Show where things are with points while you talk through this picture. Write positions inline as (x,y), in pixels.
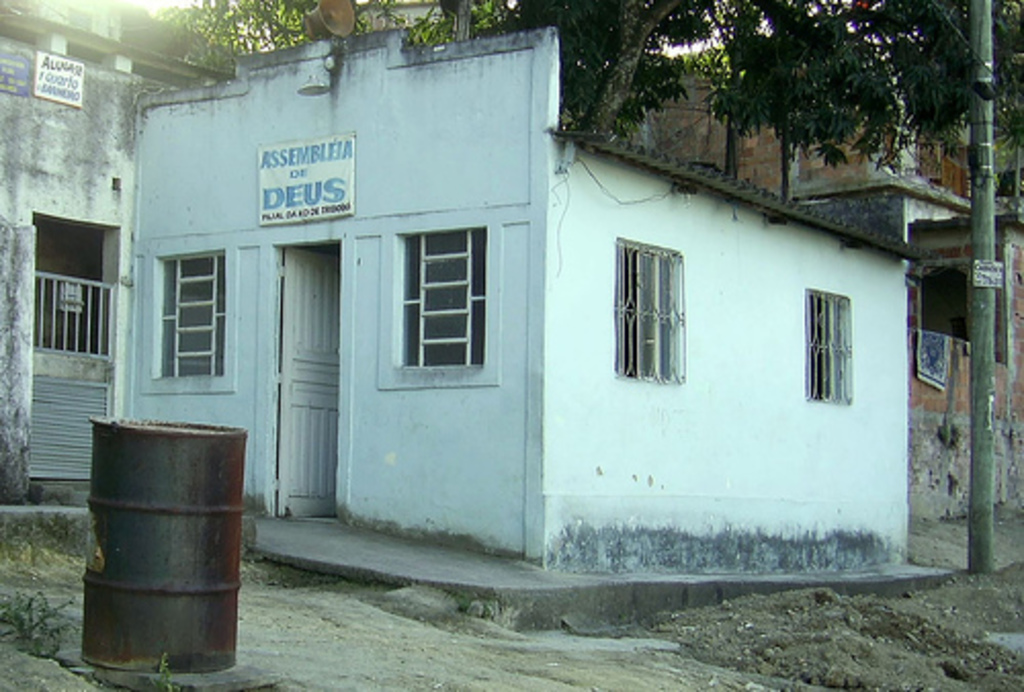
In this image we can see a building (146,303) with windows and door (336,361). On the building (205,158) there are boards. In front of the building (148,118) there is a barrel (161,563). On the right side (980,397) there is a pole (979,345). In the back (272,41) there are trees (449,42). On top of the building (435,112) there is a megaphone (317,16).
